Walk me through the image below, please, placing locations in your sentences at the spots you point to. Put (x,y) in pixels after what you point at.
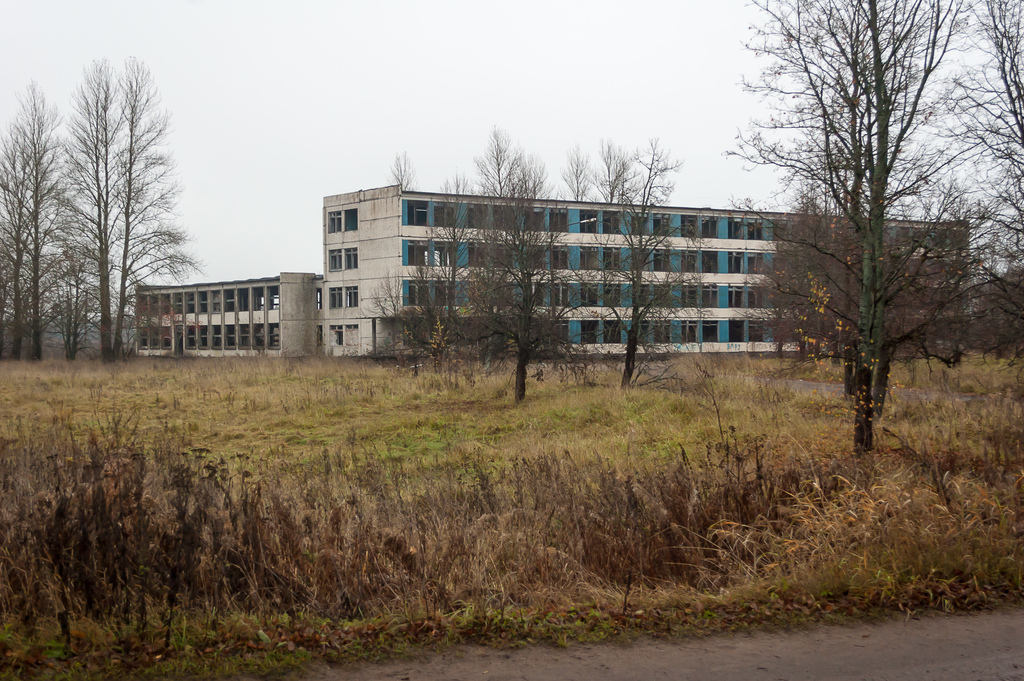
In this image there is the sky (429,42) towards the top of the image (561,31), there are buildings (305,296), there are windows (347,251), there are trees (521,255) towards the right of the image (853,204), there are trees (61,205) towards the left of the image (50,216), there is grass (650,390), there are plants (495,542), there is ground (735,663) towards the bottom of the image (895,641).
